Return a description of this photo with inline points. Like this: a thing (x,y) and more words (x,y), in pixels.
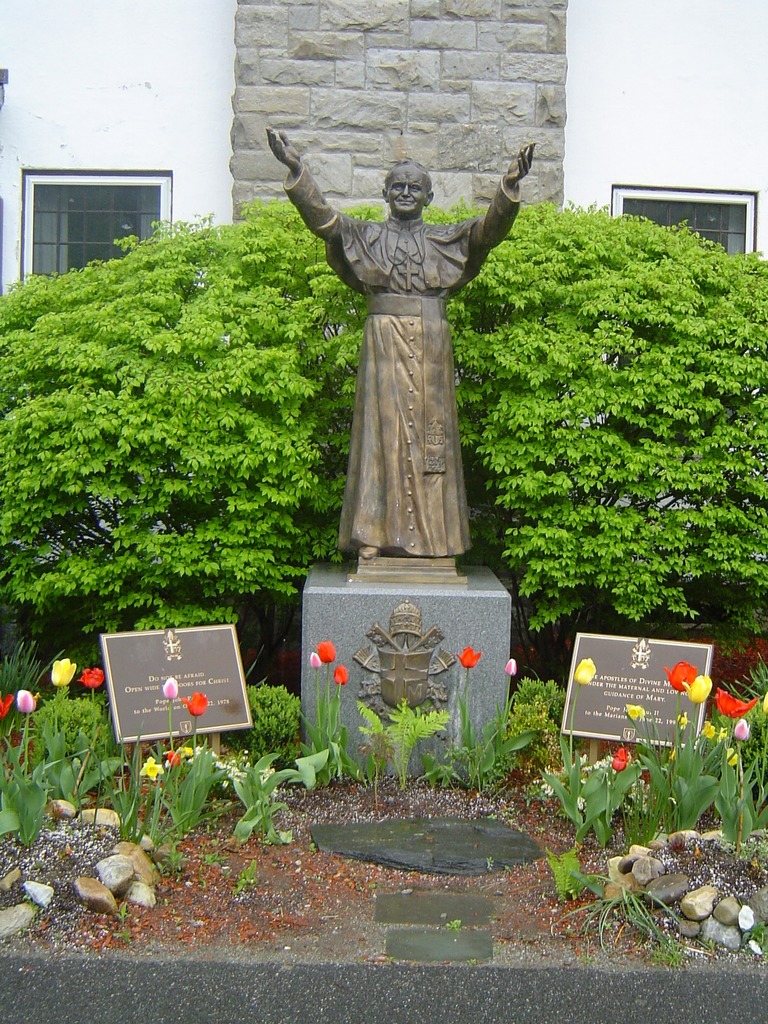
In this picture I can see a sculpture (394,383) of a person (422,444), there are boards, plants (745,746), flowers (735,766), grass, there are trees (694,251), and in the background (485,159) there is a wall (451,181) with windows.
